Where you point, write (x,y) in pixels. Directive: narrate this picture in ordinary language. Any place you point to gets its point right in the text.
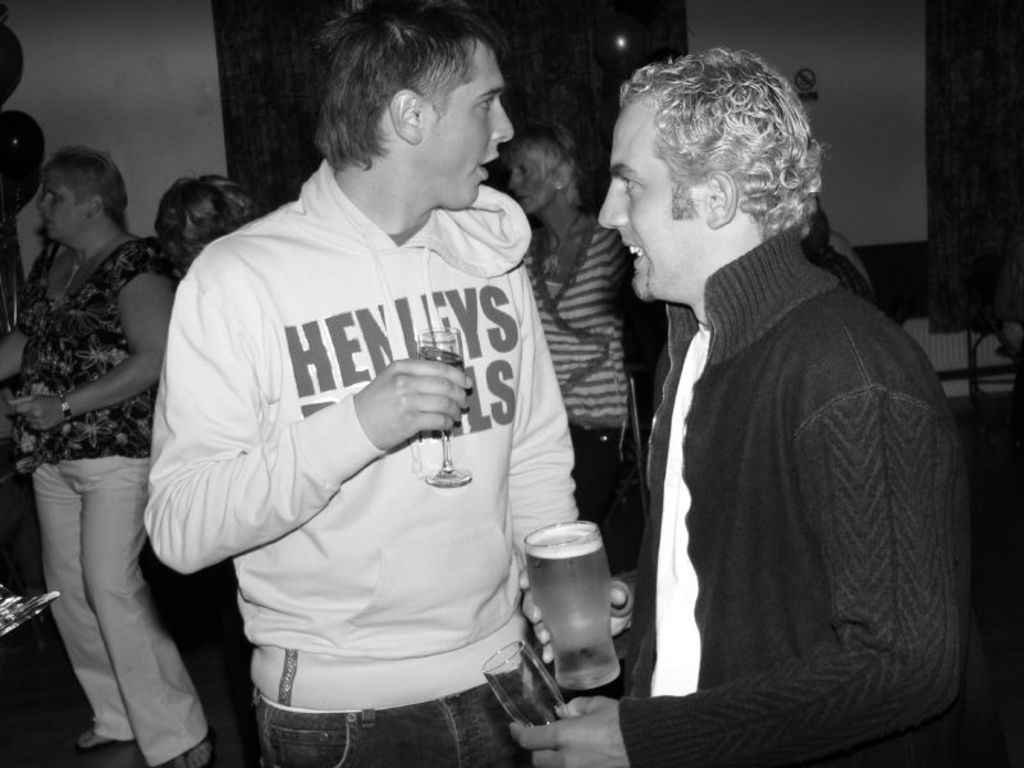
In the center of the image (444,497) we can see two people (799,489) standing and holding glasses (589,634) in their hands (466,397). In the background (100,332) there are people (109,346), wall (122,101) and a curtain (553,81).
